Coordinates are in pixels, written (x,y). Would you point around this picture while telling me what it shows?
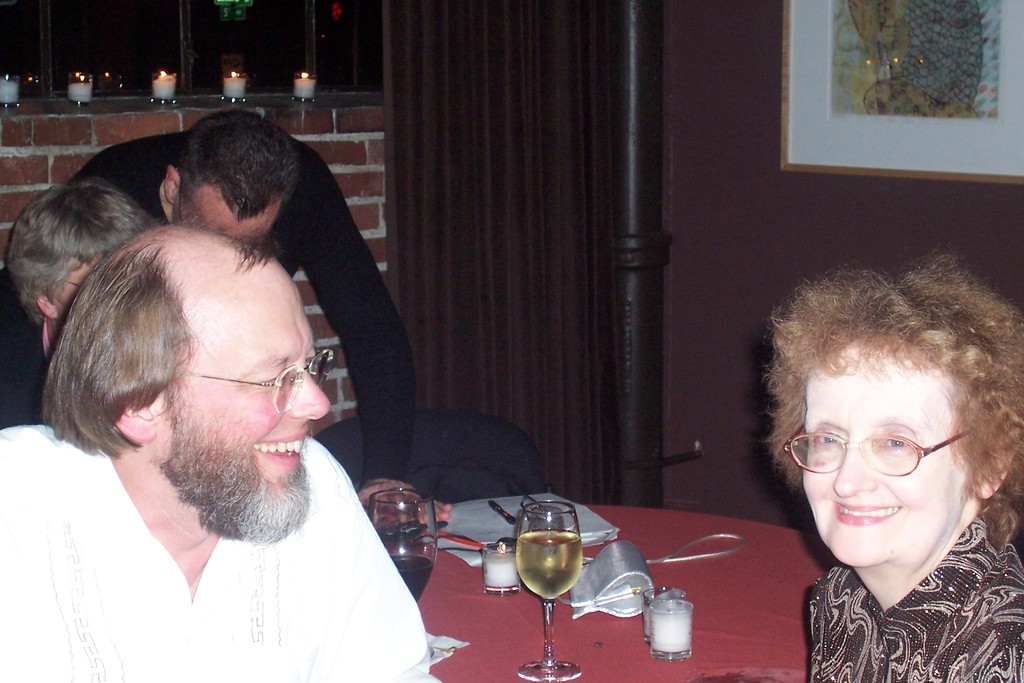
Here we can see persons (397,667) and we can see glasses (560,544), napkin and some objects (608,562) on table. On the background (739,147) we can see frame (845,145) on wall (734,160), curtain (494,90), candles (237,79) and window (225,66).
